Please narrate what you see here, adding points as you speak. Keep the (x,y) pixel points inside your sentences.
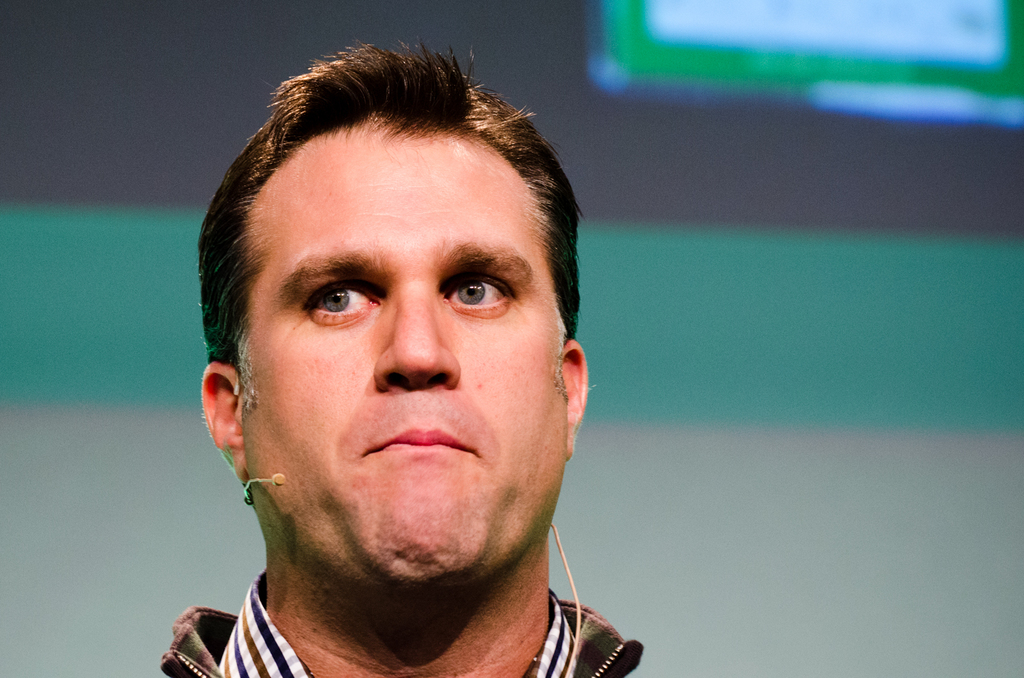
In the foreground of the image (296,567) we can see a person (387,626) wearing a dress (582,620) and a microphone (556,538). In the background (919,421), we can see the screen (638,215).
